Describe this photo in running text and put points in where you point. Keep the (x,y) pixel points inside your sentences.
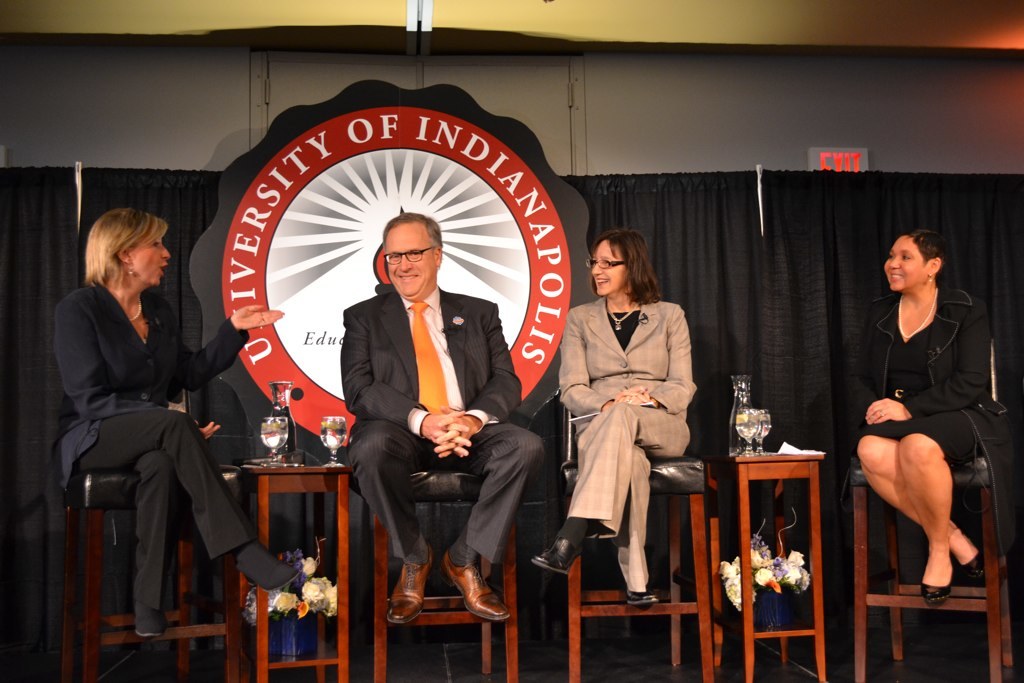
In this picture I can see four persons (631,475) sitting on the stools (575,476), there are wine glasses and glass jars (270,393) on the stools (343,624), there are flower vases (290,607), there is a board (208,320), and in the background (1018,260) there are curtains (1003,261).
